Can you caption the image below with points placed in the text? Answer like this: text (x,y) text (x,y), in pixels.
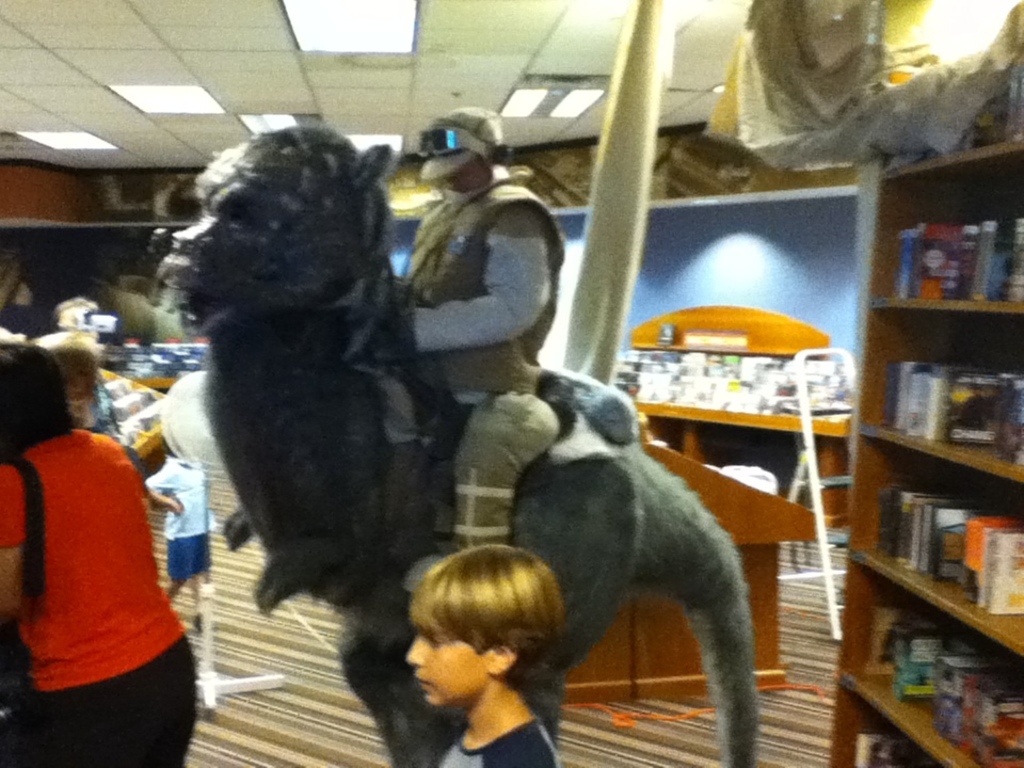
In this image I can see few children (471,614) and few people (78,757) over here. I can also see number of books (956,726) on these shelves (949,760) and in the background (537,76) I can see few lights (306,7) on ceiling (337,82). I can also see this image is little bit blurry.
